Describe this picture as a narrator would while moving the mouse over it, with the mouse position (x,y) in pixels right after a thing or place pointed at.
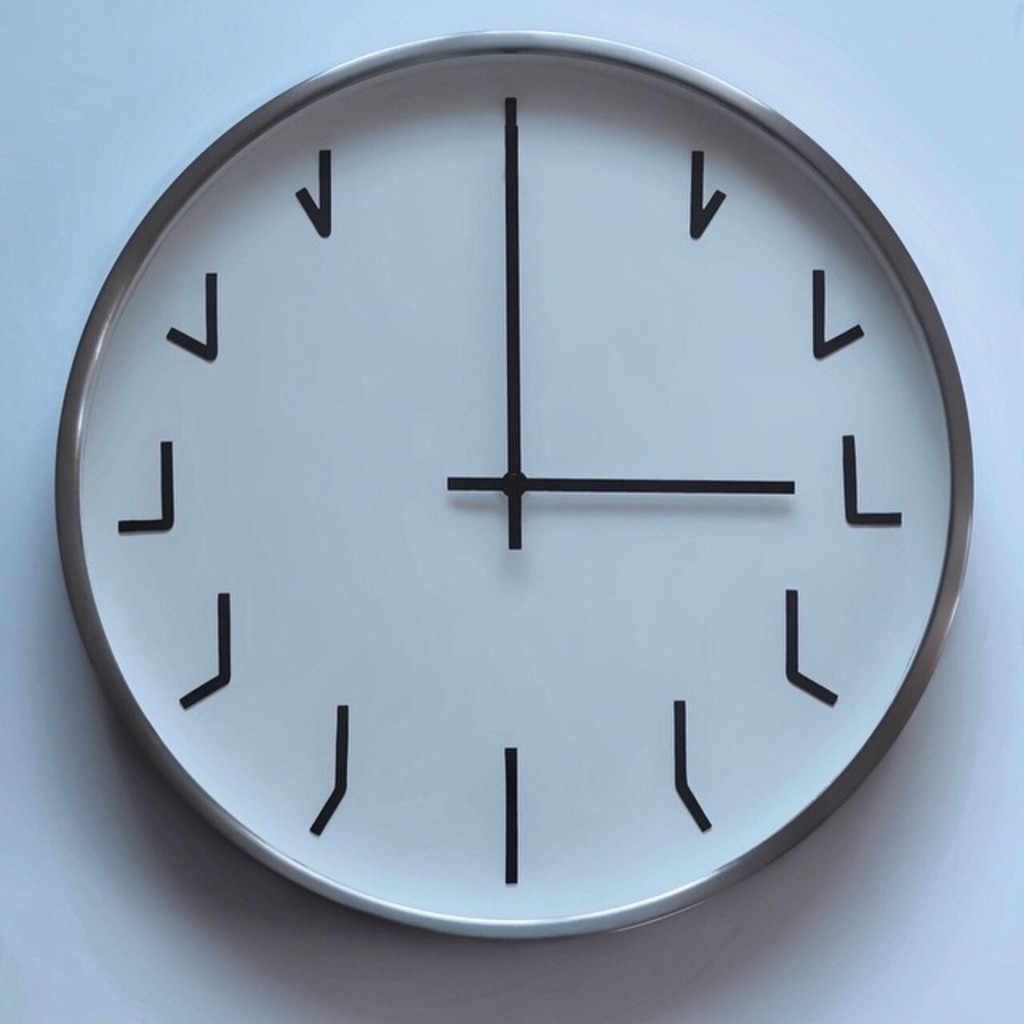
In this picture we can see a round wall clock (225,795) on a white surface (62,959).
